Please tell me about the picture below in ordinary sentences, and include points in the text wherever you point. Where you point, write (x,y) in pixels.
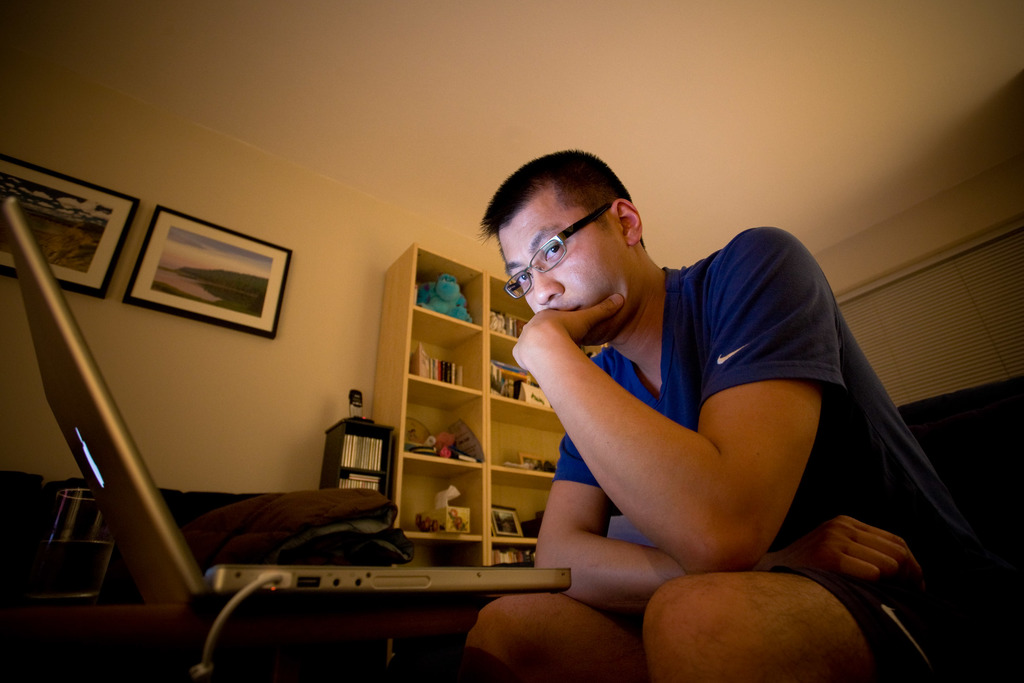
In this picture we can observe a person (603,480) sitting in front of a laptop (299,579) placed on the table (60,601). He is wearing blue color T shirt (678,353) and spectacles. We can observe a shelf (444,322) in which we can observe some books (443,371) and accessories (463,441) are placed. There are two photo frames (120,218) fixed to the wall (344,247) in the background (258,266).
